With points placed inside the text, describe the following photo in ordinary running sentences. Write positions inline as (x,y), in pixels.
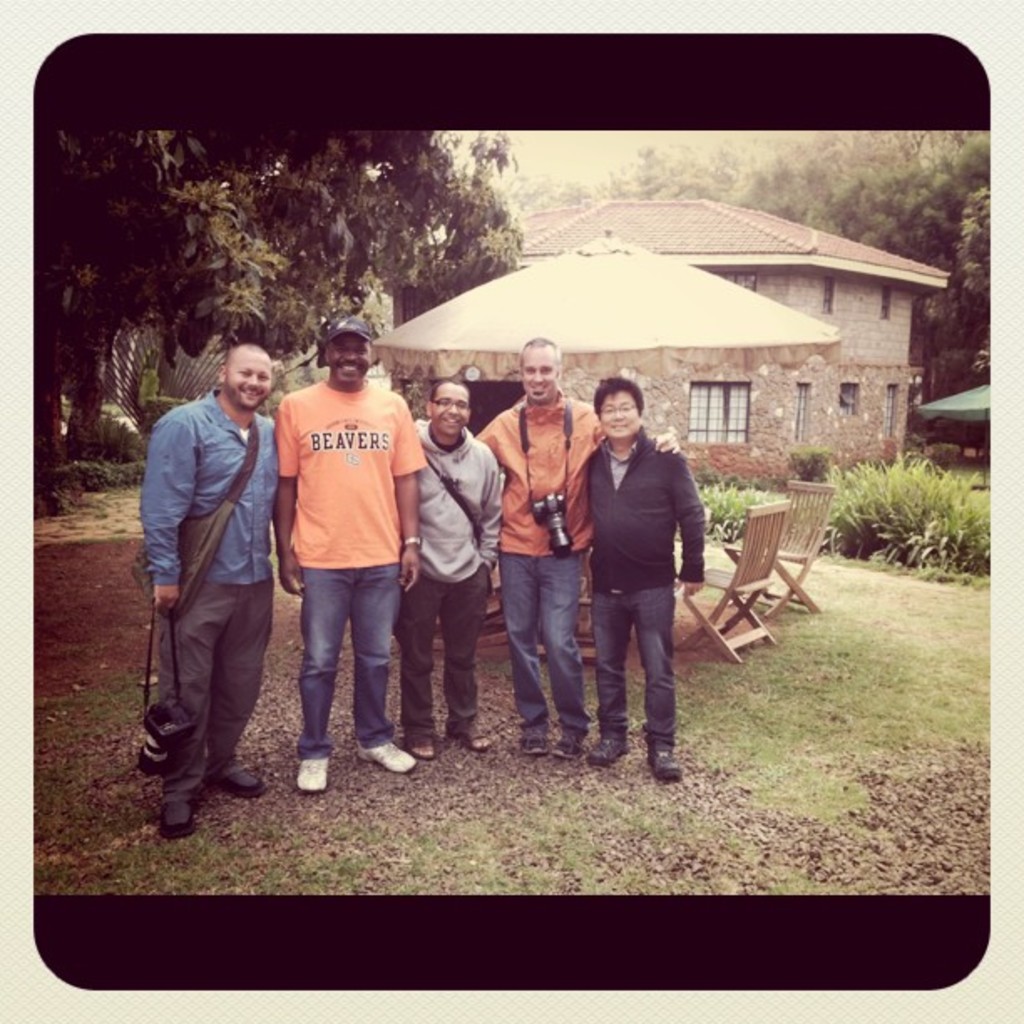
In this image we can see a few people (523,504), one person (180,621) is holding a camera (168,747), another person (549,433) is wearing a camera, there are chairs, plants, trees (75,348), also we can see houses (874,348).
